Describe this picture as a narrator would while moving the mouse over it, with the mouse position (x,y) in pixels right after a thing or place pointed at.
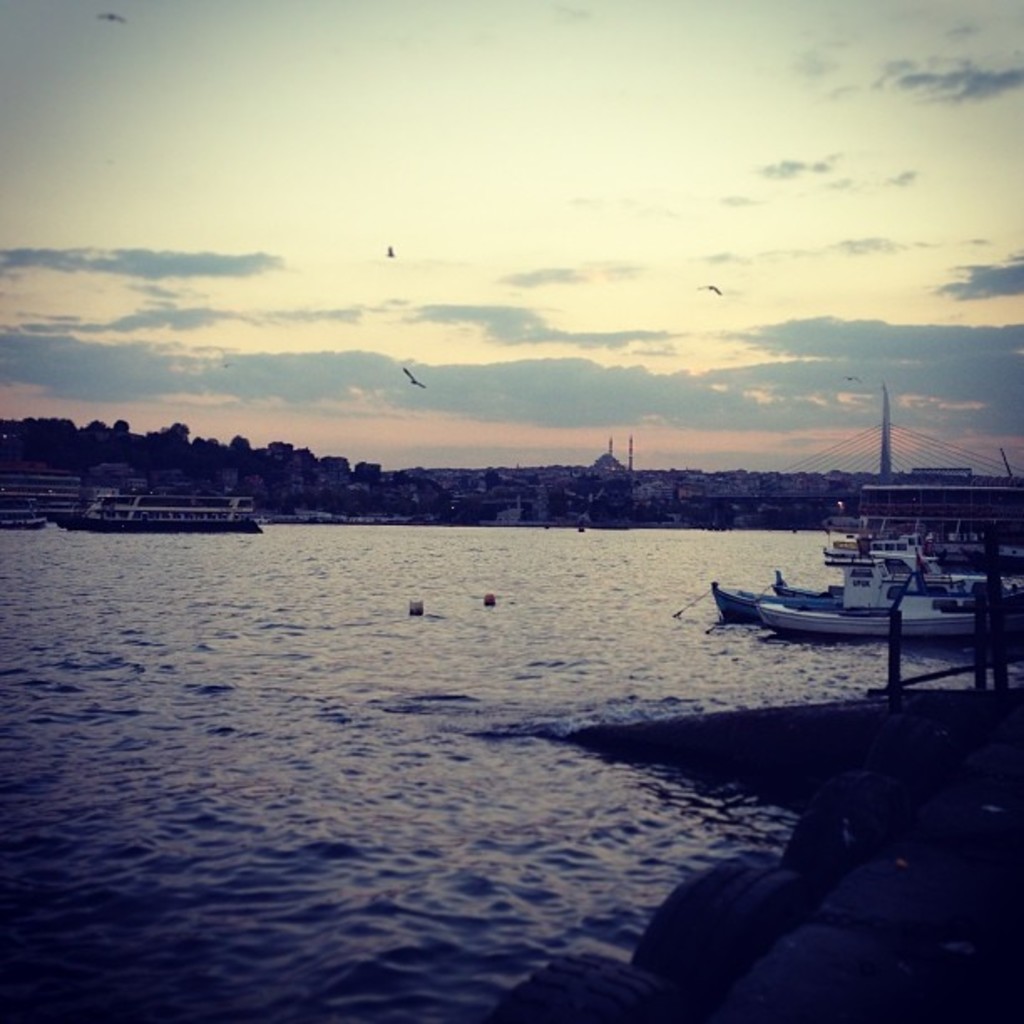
In the center of the image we can see boats (900,600). At the bottom (211,812) there is water (350,768). In the background (484,492) there are trees (242,469), buildings (488,485). At the top (807,292) there are birds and sky (440,281).
